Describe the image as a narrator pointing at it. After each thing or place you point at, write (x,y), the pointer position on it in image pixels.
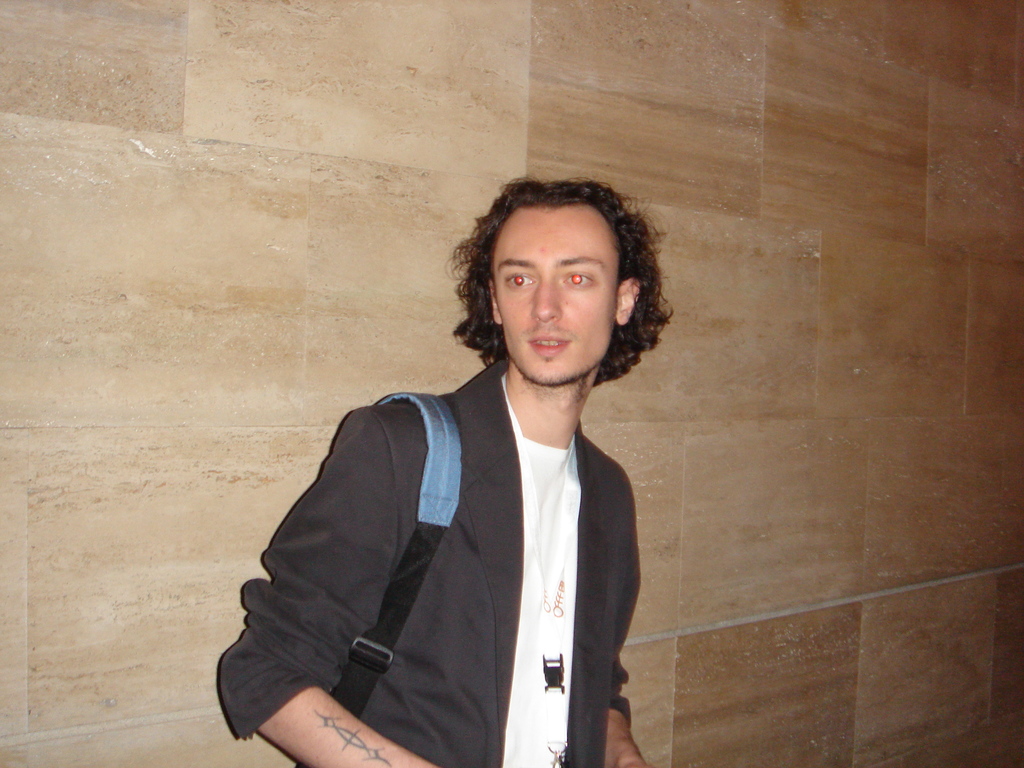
This image is taken indoors. In the background (783,442) there is a wall (149,348). In the middle of the image (514,385) there is a man (458,586).
